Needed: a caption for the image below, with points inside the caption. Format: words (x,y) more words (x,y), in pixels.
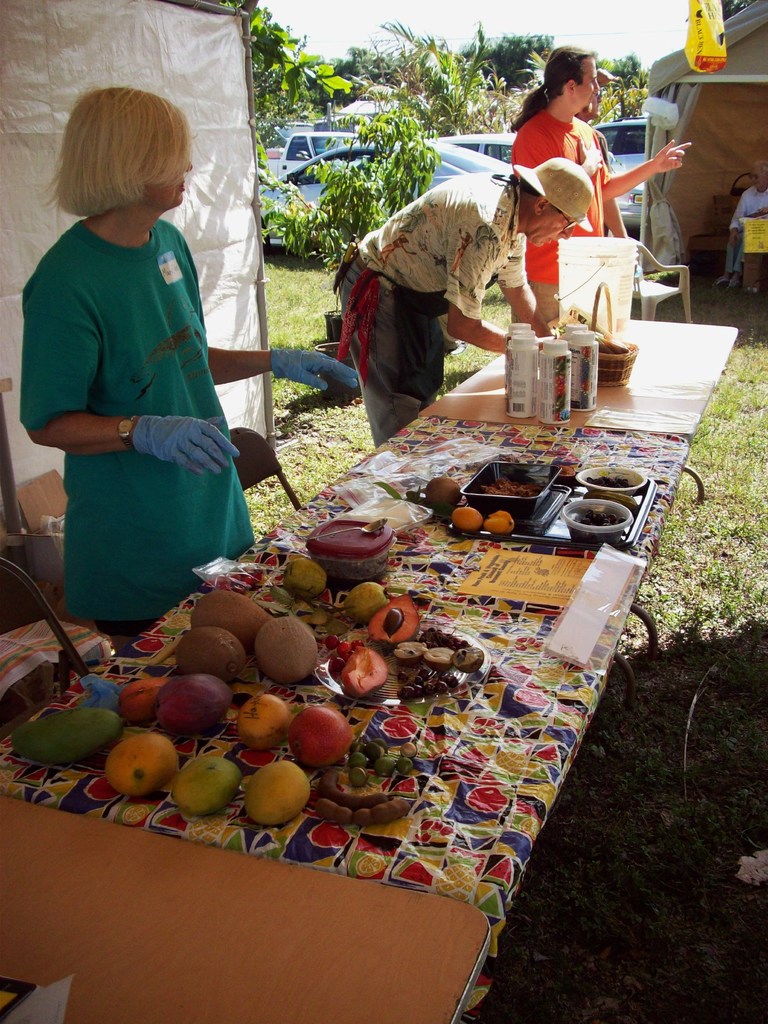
In this image, we can see three persons (425,303) in front of the table (648,350). This table (650,328) contains a bucket (625,273), bottles (516,373), bowls (594,530) and some fruits (434,485). There are cars (444,143) and plants (397,159) at the top of the image (485,93). There is a tent (697,101) in the top right of the image (722,173).
